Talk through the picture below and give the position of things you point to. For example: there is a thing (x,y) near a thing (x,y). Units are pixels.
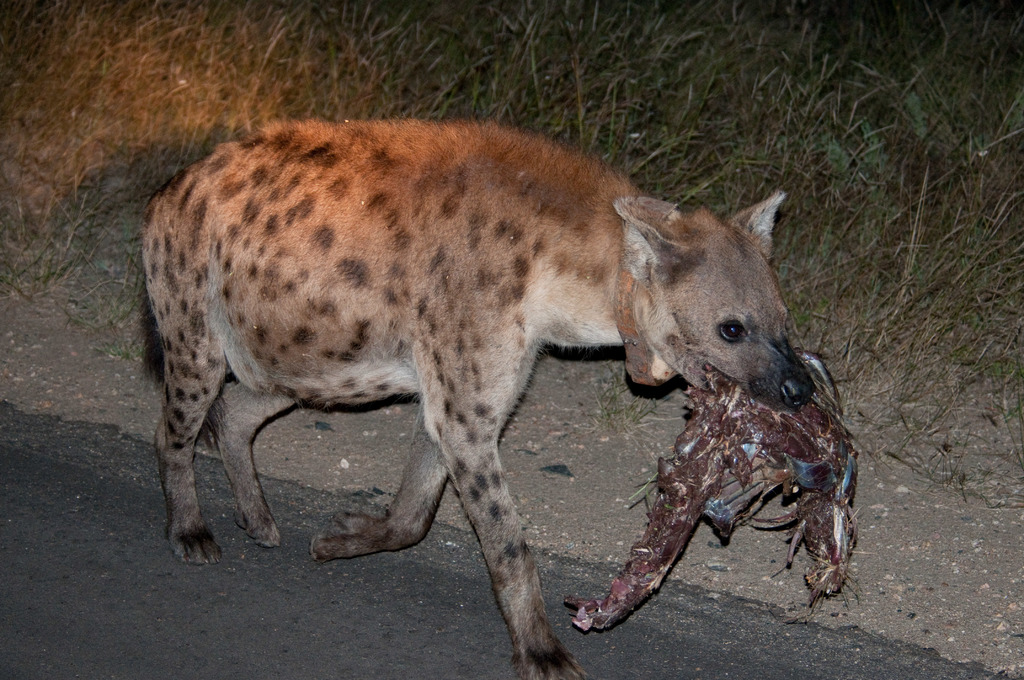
It is a hyena (477,122) which is walking on the road (407,598), this is the grass (761,76).
